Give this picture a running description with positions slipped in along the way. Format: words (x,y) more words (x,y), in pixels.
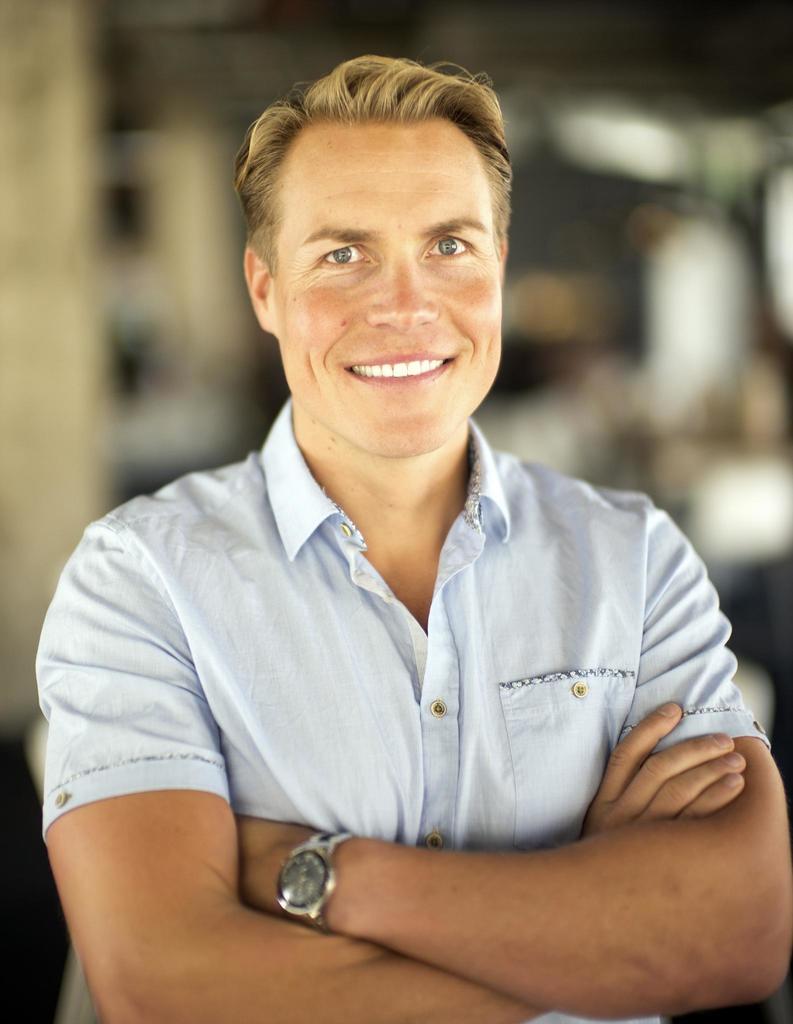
This picture shows a man (324,574) standing with a smile (398,372) on his face (407,363) and he wore light blue shirt (373,729).
